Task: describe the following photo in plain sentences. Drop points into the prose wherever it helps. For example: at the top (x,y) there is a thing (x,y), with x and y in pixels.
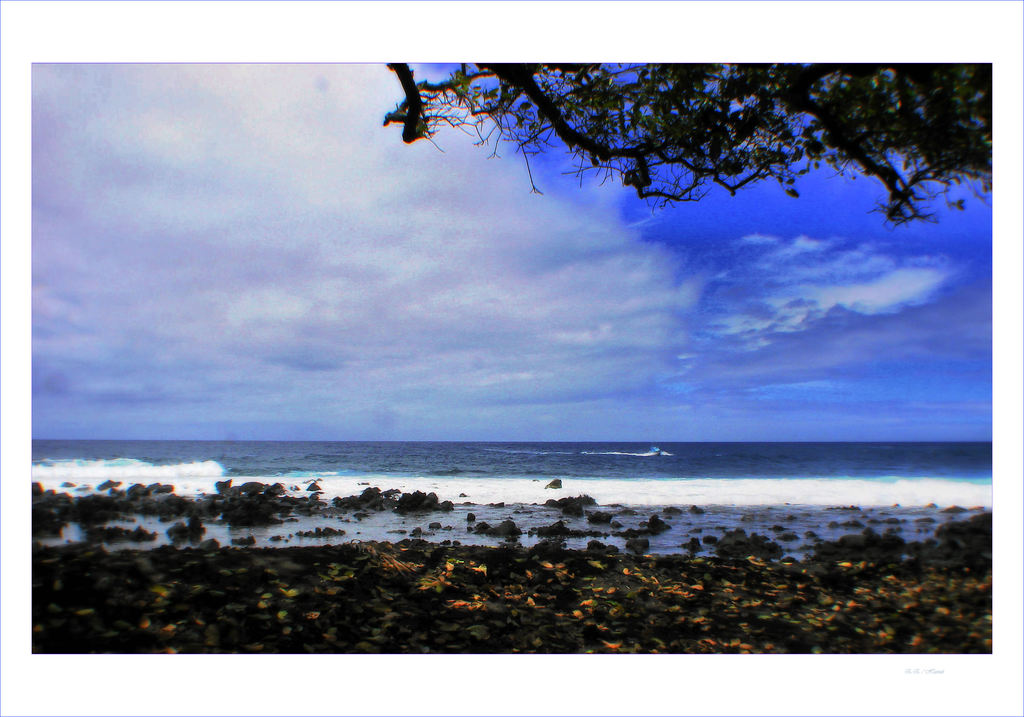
In this picture we can see a few things (873,558) at the bottom of the picture (593,618). We can see water waves (620,452) and some objects (659,455) on the water (631,464). There are a few leaves (887,124) and branches (744,183) visible on top (900,119). We can see the cloudy sky (501,234).
